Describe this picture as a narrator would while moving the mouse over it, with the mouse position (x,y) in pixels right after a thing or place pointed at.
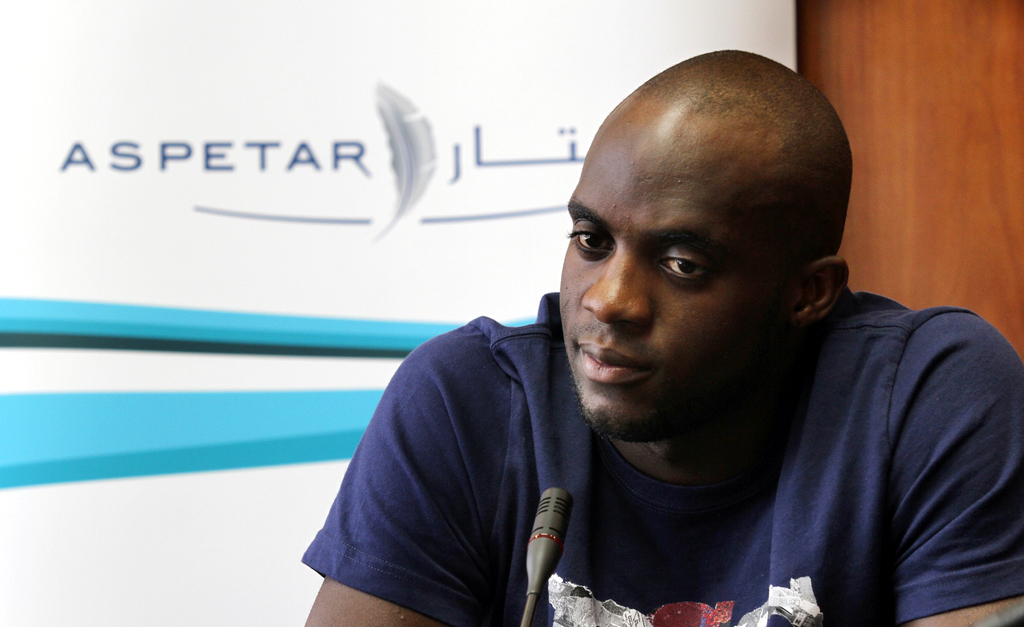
In the foreground of the image (749,368) we can see a person (591,612) wearing dark blue color T-shirt (781,538) is in front of the mic (552,505). In the background (88,166), we can see the white color board (260,117) on which we can see some text (96,156) and blue color lines (116,427) on it. Also, we can see the wooden wall (890,192) here.
